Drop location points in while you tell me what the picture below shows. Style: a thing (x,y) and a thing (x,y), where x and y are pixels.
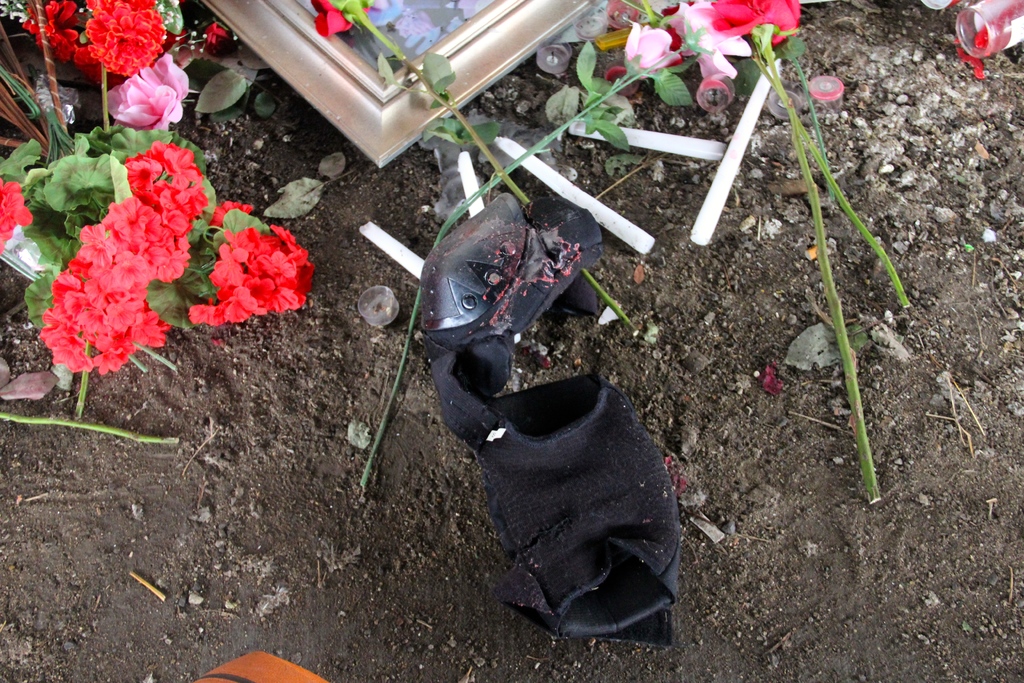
In this image in the front (565,442) there is an object (536,411) which is black in colour. In the background (472,73) there are flowers (672,98) and there is a frame (469,45) and there is glass (994,22) on the ground (150,369) and there are stones (951,205).
